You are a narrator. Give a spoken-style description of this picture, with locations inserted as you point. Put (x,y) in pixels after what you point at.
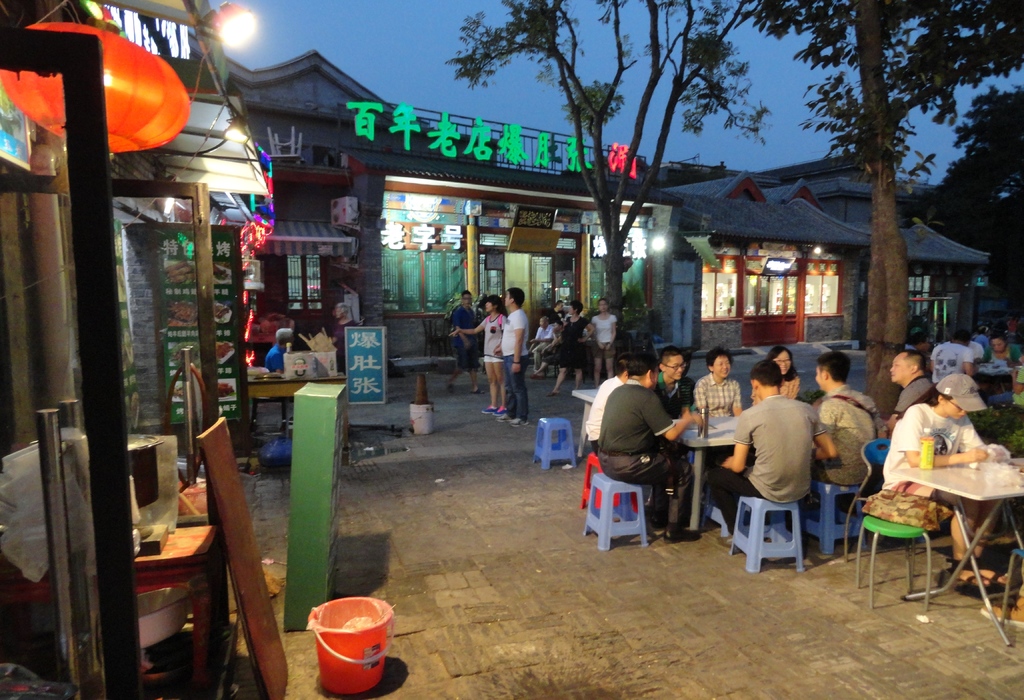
On the left (23,226) there is a door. There are trees (902,342). On the right (740,481) there are people (764,489) sitting on the chair (756,506). In the background (336,78) there is a building (561,277) and a sky (445,74). There are people (516,378) standing before the building (415,276).
